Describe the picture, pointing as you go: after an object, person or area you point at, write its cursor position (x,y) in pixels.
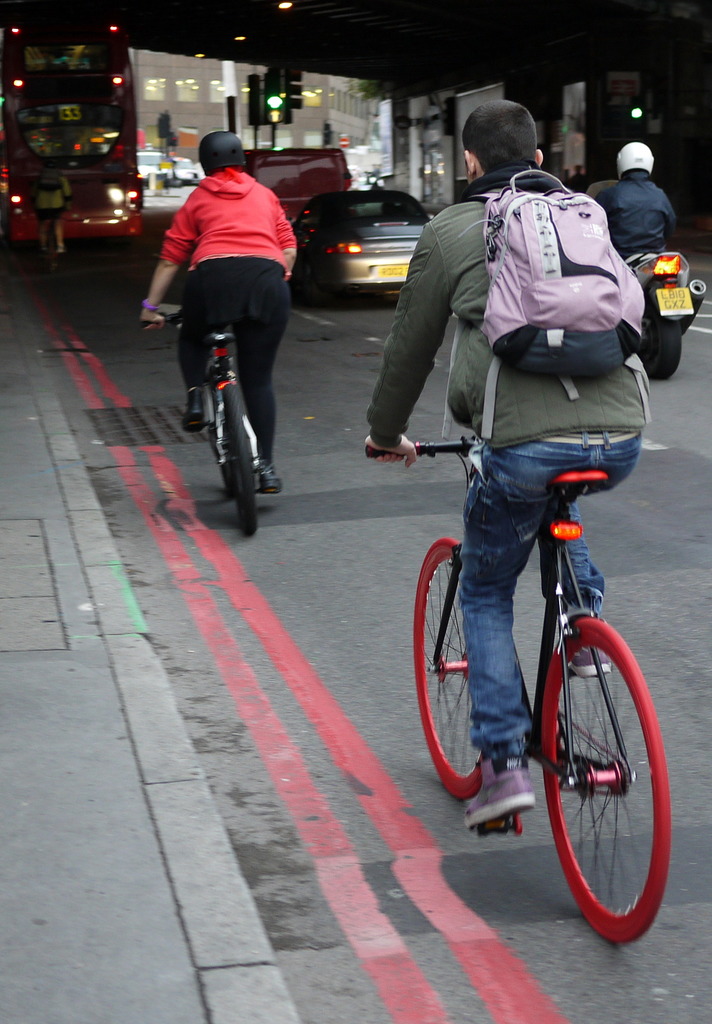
In this image I can see two riding bicycle (620,768) and one person (607,205) wearing helmet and riding motor cycle (644,289). On the road (319,322) I can see a car (341,235), bus (74,170) and one person (39,201) is walking and I can also see a signal light (266,107). Among them one person (520,530) is wearing a bag (530,302).
